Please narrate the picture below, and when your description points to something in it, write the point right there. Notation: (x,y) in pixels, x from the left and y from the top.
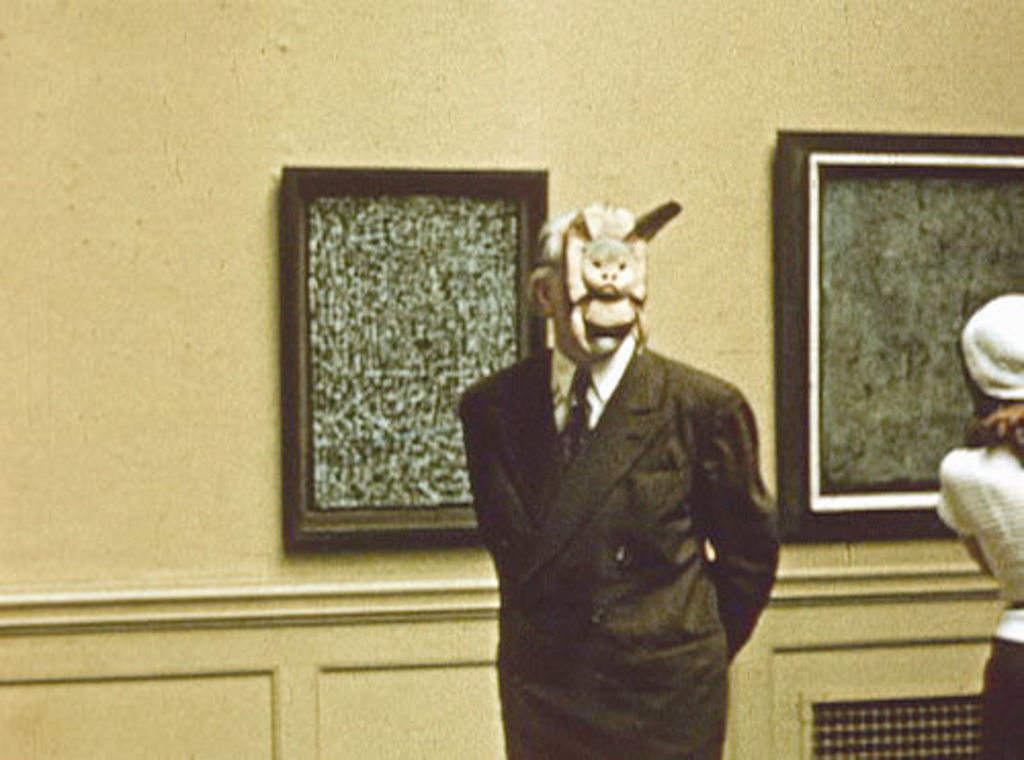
In this image, we can see a man (776,571) standing and he is wearing a mask (582,315) on the face (584,351), on the right side (1020,495) there is a person (1002,501) standing, in the background (245,569) there is a wall (238,133) and we can see two photos (978,195) on the wall (688,147).
